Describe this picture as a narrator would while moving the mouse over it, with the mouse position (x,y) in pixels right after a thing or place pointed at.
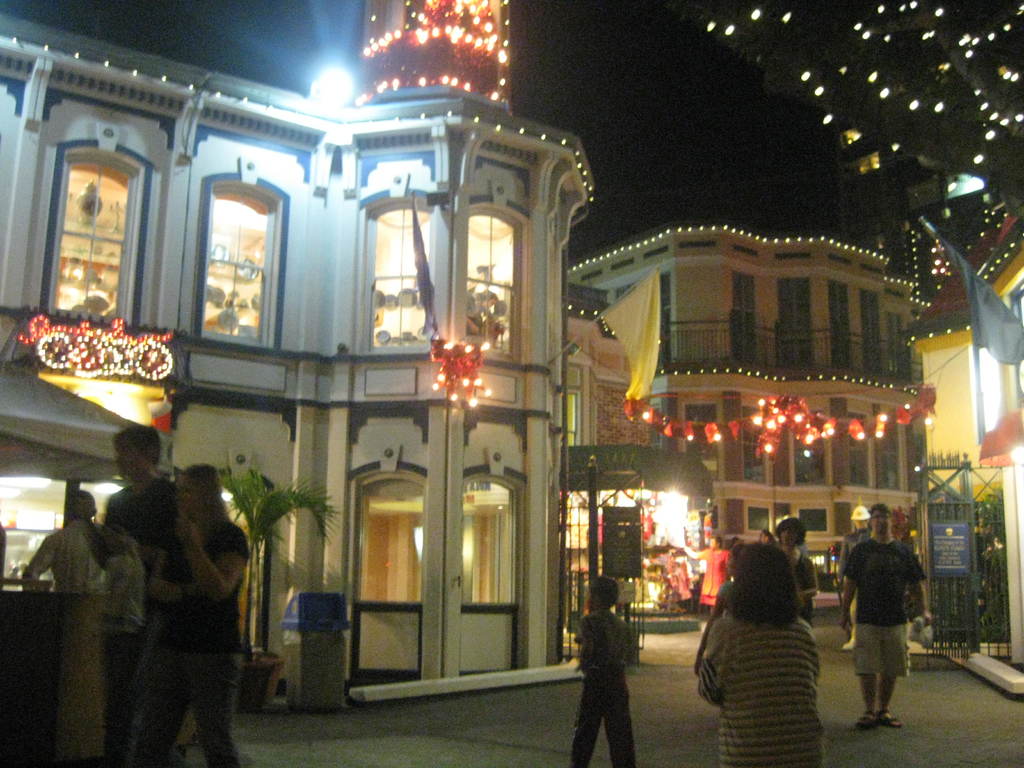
In this image we can see a few people (773,635) walking on the road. And we can see the buildings (732,383) and windows (115,170). And we can see the flags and lights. And we can see the gates (963,506), dustbin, flower pots (252,516).
